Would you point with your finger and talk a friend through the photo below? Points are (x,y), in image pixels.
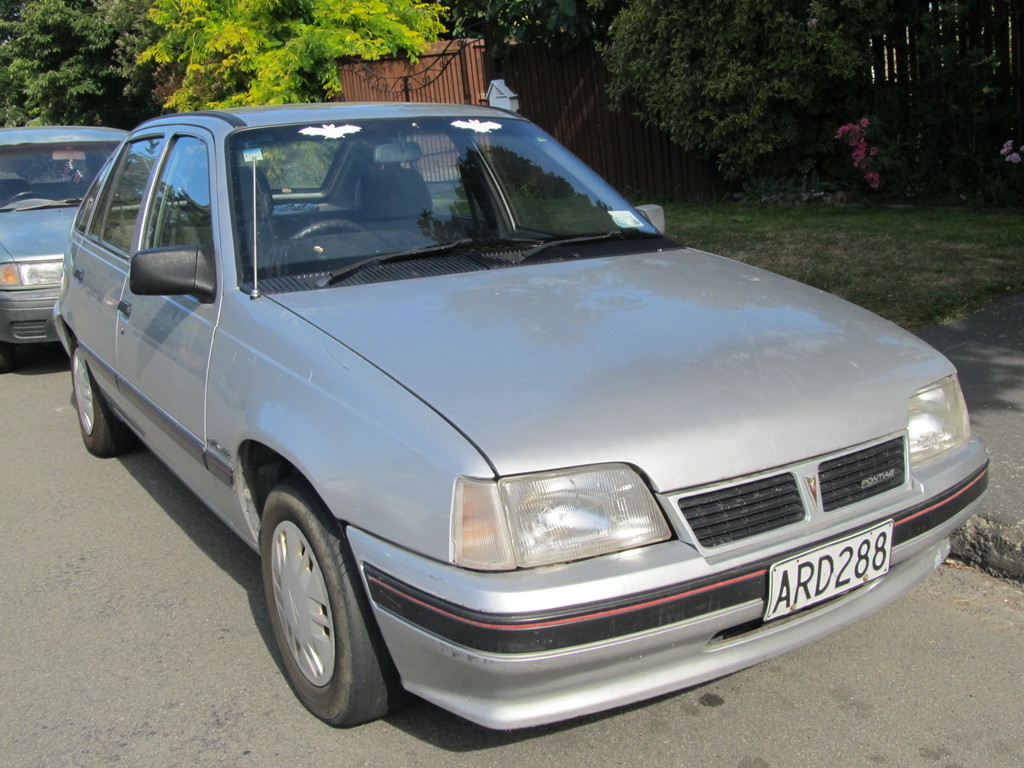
This image is clicked outside. There are cars (311,541) in the middle (420,437). They are of gray color. There are trees (113,45) at the top (57,66). There is a gate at the top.
